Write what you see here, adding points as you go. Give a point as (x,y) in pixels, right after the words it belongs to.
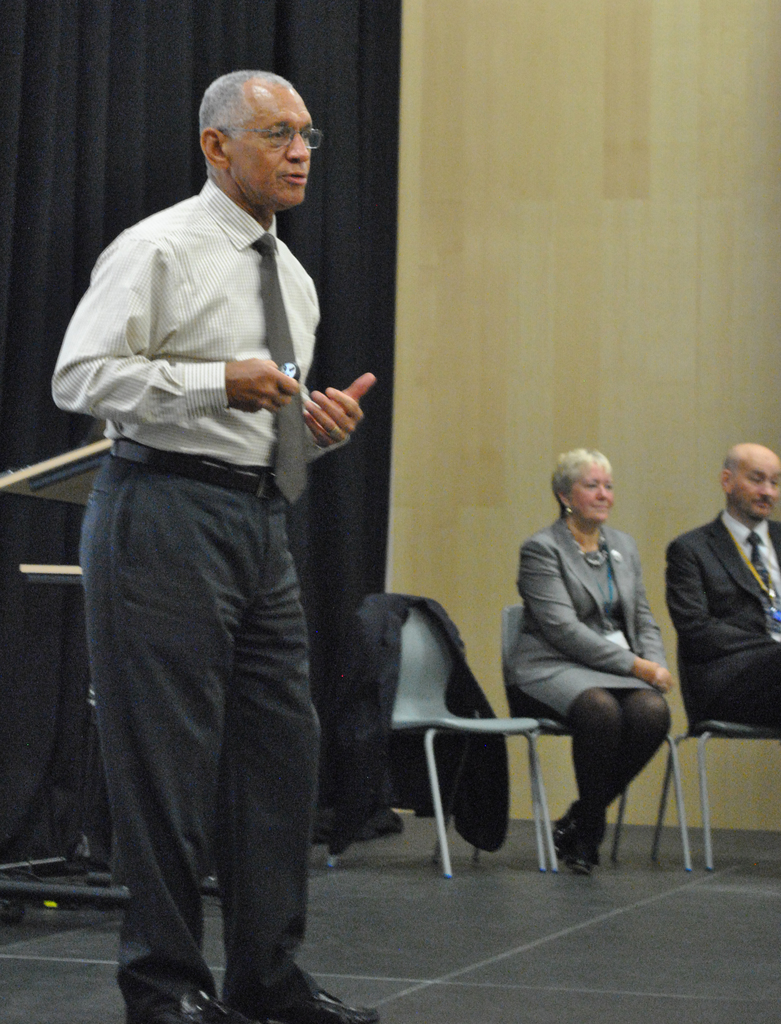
In this image I can see a person (157,706) standing. 2 people (772,576) are seated. There are black curtains (299,33) at the back (34,418). There is a stand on the left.
